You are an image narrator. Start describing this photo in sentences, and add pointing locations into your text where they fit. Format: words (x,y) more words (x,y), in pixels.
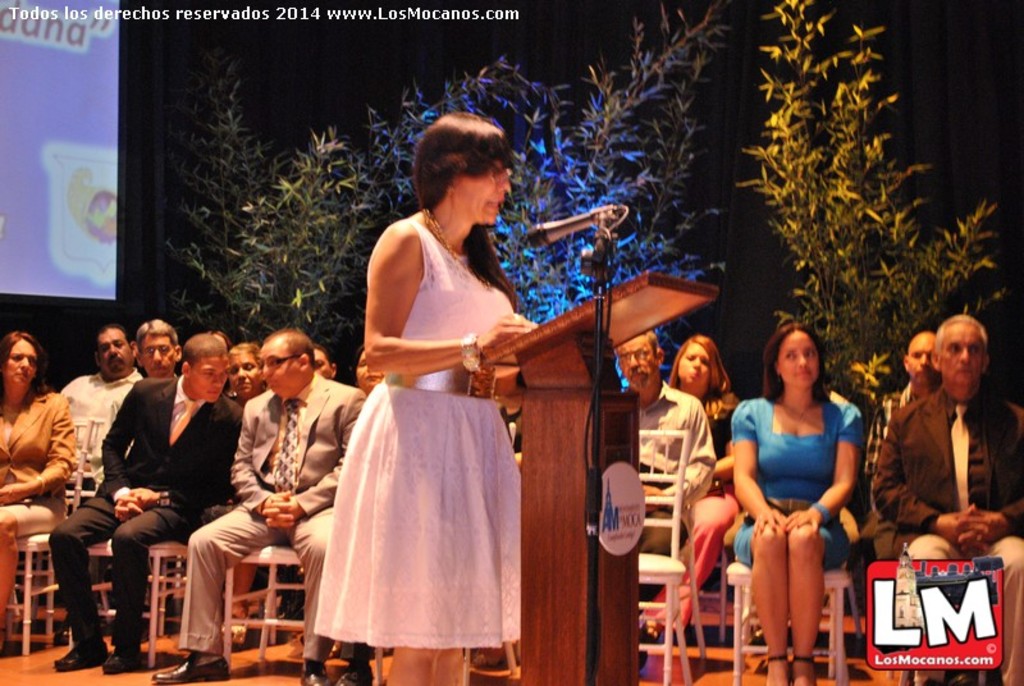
In this image we can see persons (339,436) sitting on the chairs (268,588) and a woman (471,507) standing near the podium (579,369). In the background (217,142) we can see a projector display (92,107), plants (281,170) and curtain (706,159).
